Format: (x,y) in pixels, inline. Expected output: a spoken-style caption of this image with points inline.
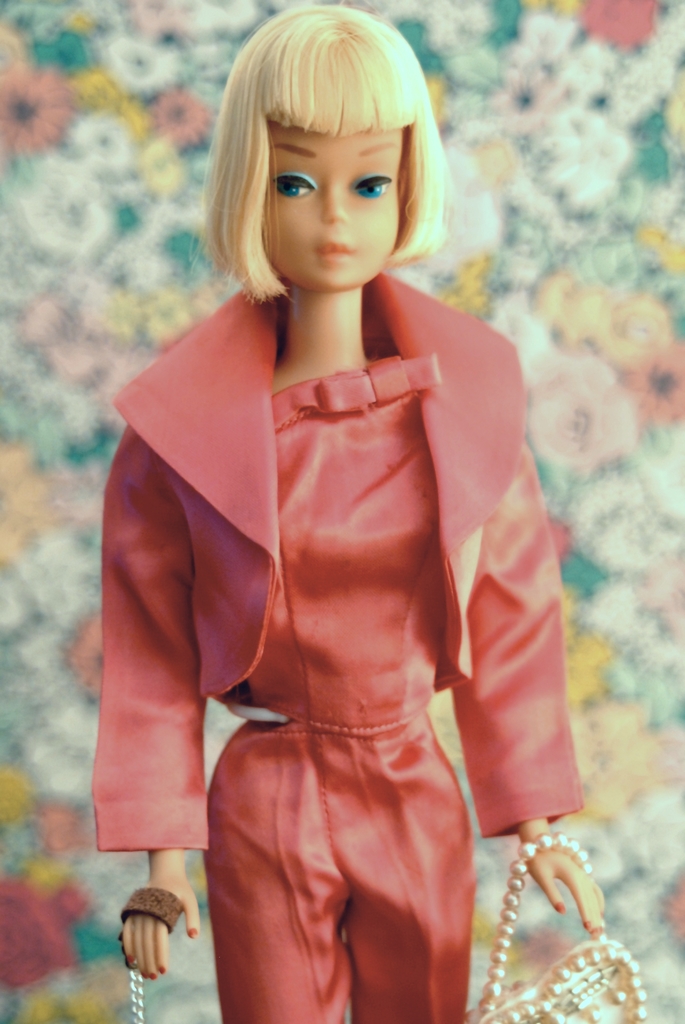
In this image there is doll (381,420), the doll (378,485) is wearing red color jacket (265,507), red color pant (321,824) and to the right hand (533,871) there is a hand bag (573,978) and to the left hand (169,892) there is chain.
